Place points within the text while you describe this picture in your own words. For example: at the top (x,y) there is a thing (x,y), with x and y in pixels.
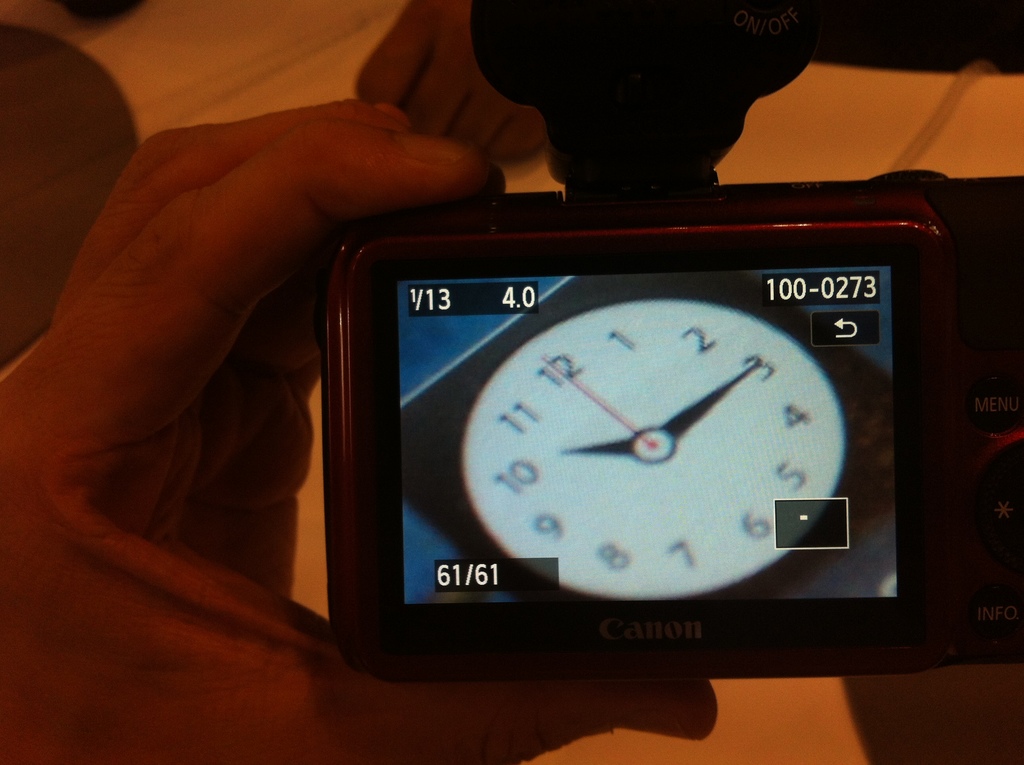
In this image, we can see a person hand (113,566) holding a camera (654,256).
